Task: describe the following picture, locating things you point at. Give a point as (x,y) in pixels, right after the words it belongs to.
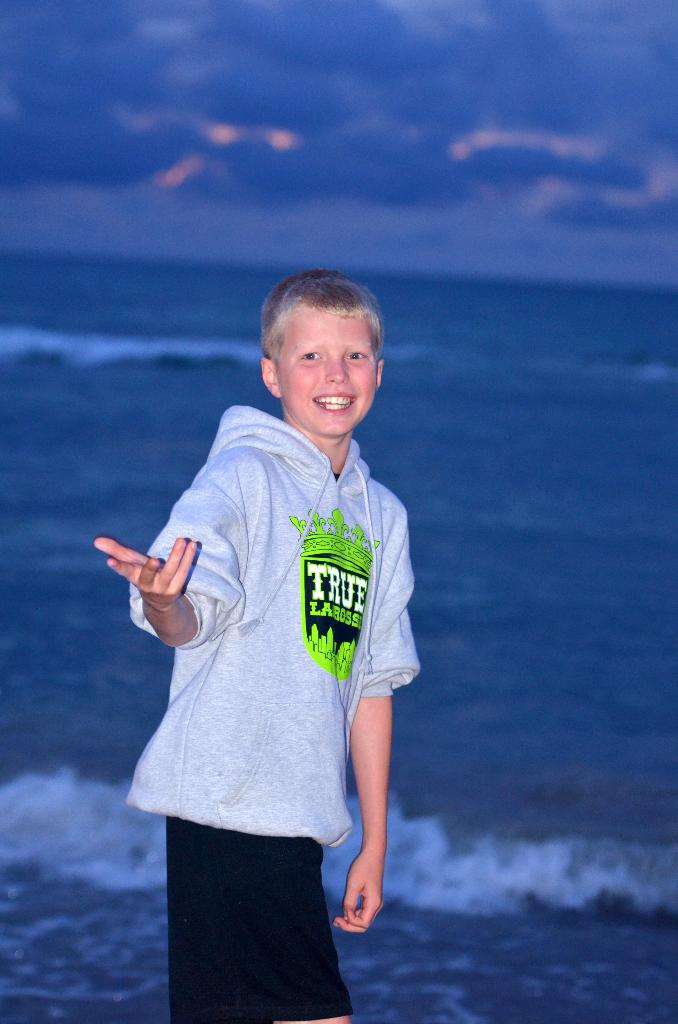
In this picture we can see a boy (151,615) in the hoodie (246,655). Behind the boy (252,628), there is the sea (458,450) and the cloudy sky (372,129).
